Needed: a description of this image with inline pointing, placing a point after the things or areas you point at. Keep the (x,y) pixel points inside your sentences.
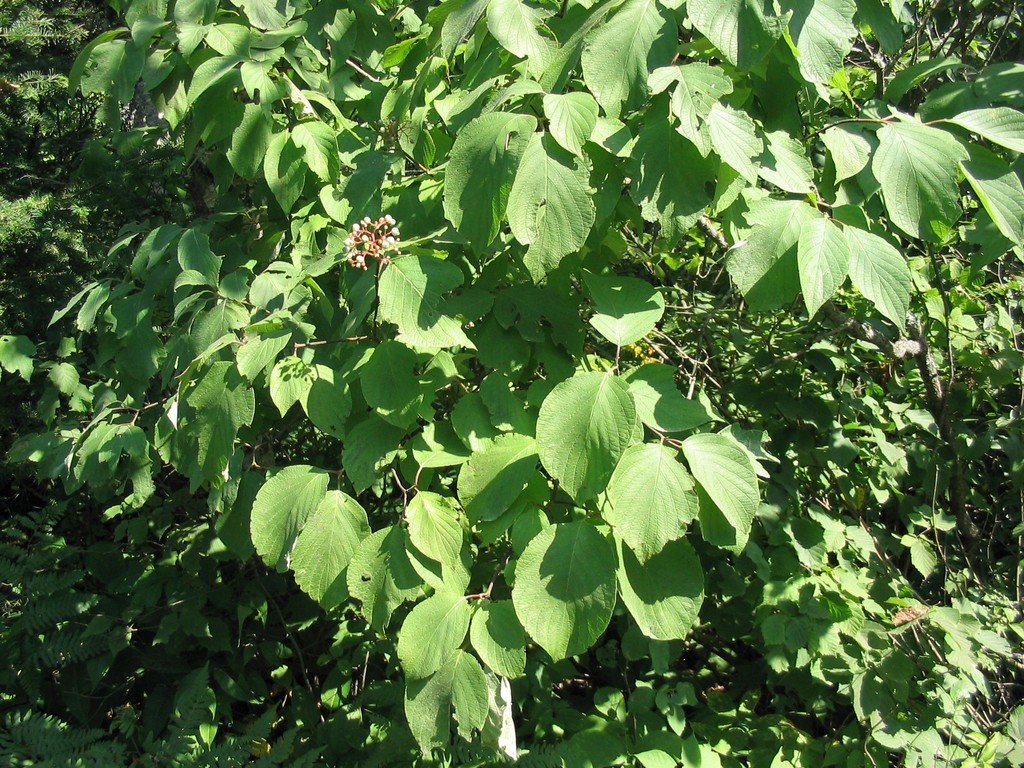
In this image we can see plants (234,208) of different kinds.
